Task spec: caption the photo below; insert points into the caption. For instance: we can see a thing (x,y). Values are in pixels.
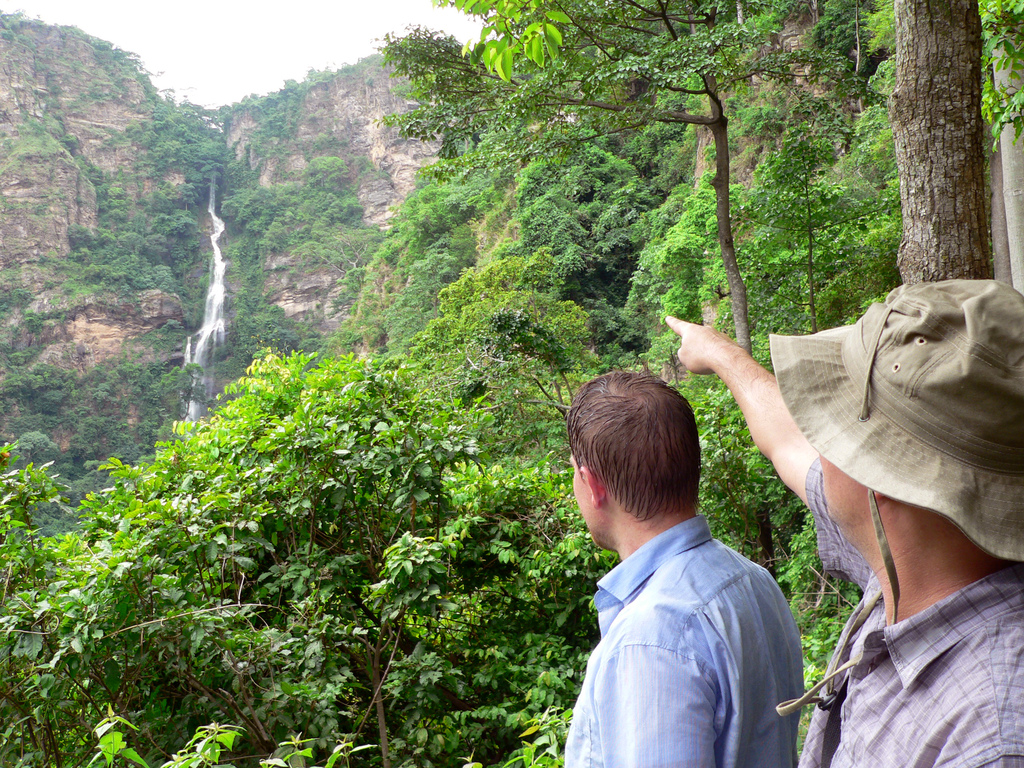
In this image in the front (657,499) there are persons (757,603) standing. In the background (410,471) there are trees (340,352) and there is a mountain (266,172).
